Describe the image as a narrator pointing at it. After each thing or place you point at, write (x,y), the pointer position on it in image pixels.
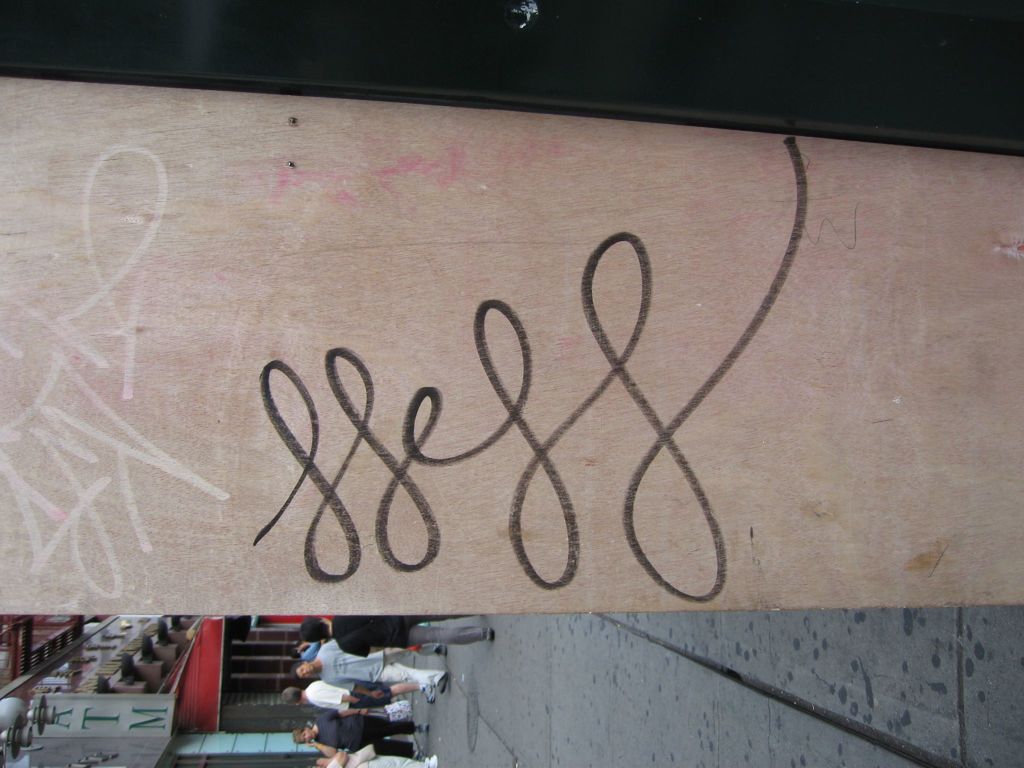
In the image we can see there is a wooden board (451,400) and there are people (381,638) standing on the ground (738,699). Behind there is a building (202,703) and there is a hoarding (73,719). It's written ¨ATM¨ on the hoarding (72,731).
